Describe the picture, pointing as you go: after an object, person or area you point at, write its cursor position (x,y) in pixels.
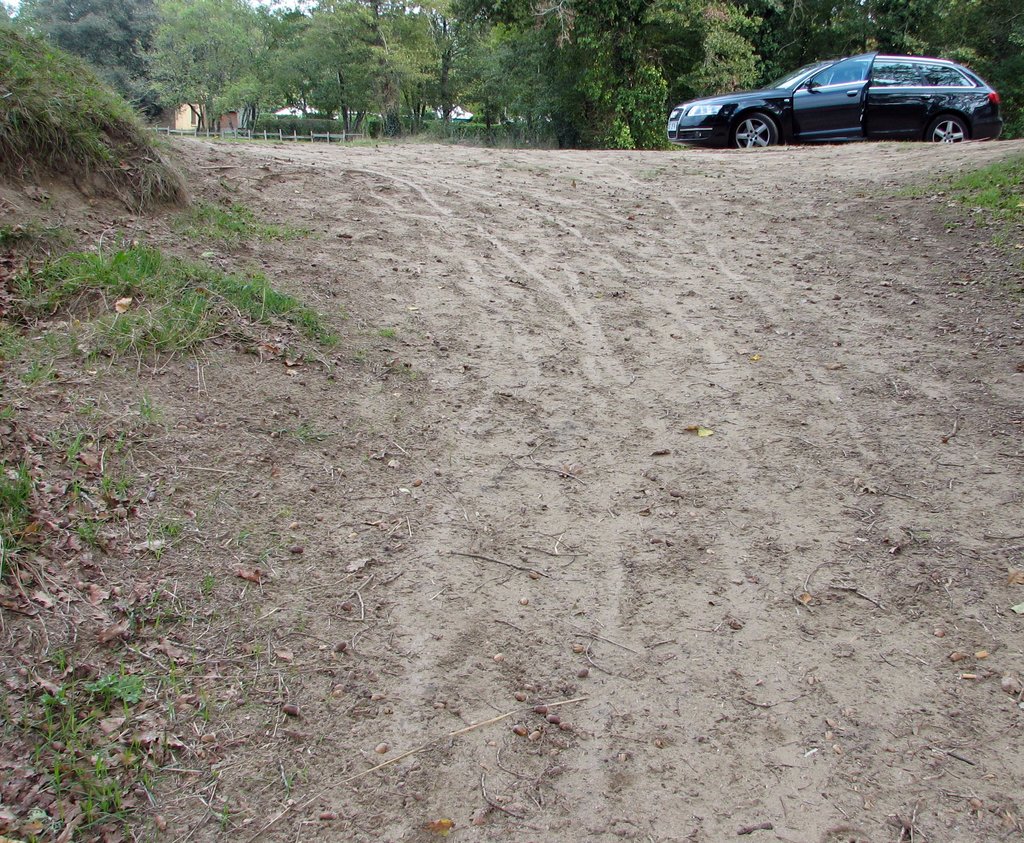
In this picture I can see there is some soil (400,655), there is grass (37,59) on to left (10,65) and there is a car (771,90) parked here and there are trees (547,97) in the backdrop (208,76) and there is a building (189,111).
